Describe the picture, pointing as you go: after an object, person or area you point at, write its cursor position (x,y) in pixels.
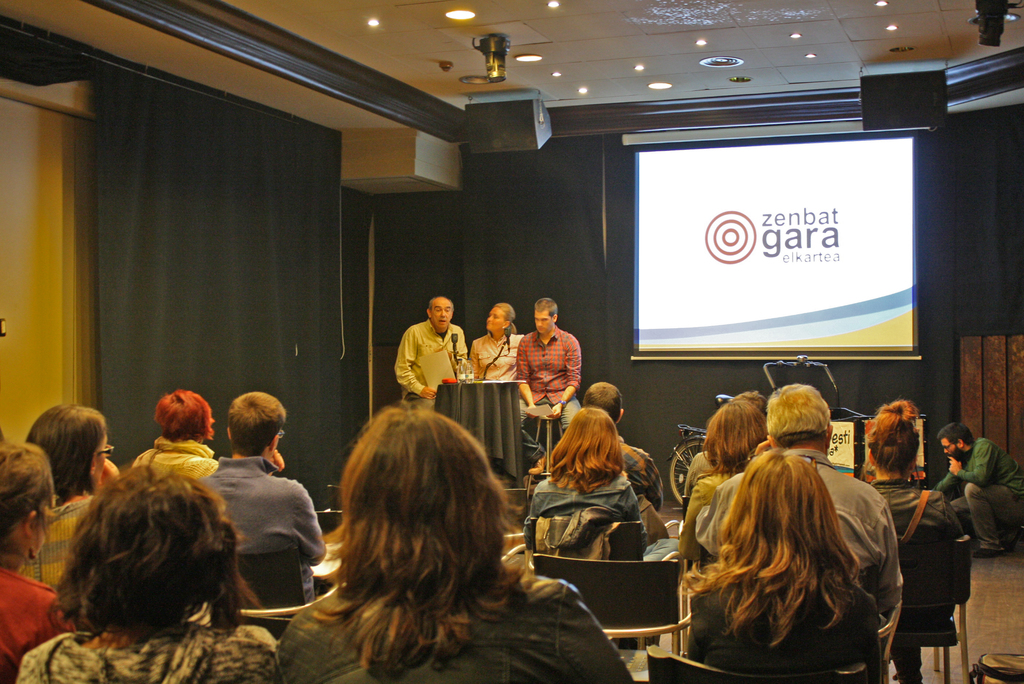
In this picture there are group of people (596,500) sitting. At the back (483,396) there are three persons (549,301) sitting behind the table (480,410) and there is a microphone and there is an object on the table (480,424) and the table (483,436) is covered with black color cloth (495,429). At the back (672,485) there is a bicycle (683,478) and there is a screen (699,264) and there is a text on the screen (756,286). On the left side of the image (179,285) there is a curtain (125,363). At the back (981,229) there is a curtain (611,235). At the top (938,123) there are lights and speakers (897,123).
